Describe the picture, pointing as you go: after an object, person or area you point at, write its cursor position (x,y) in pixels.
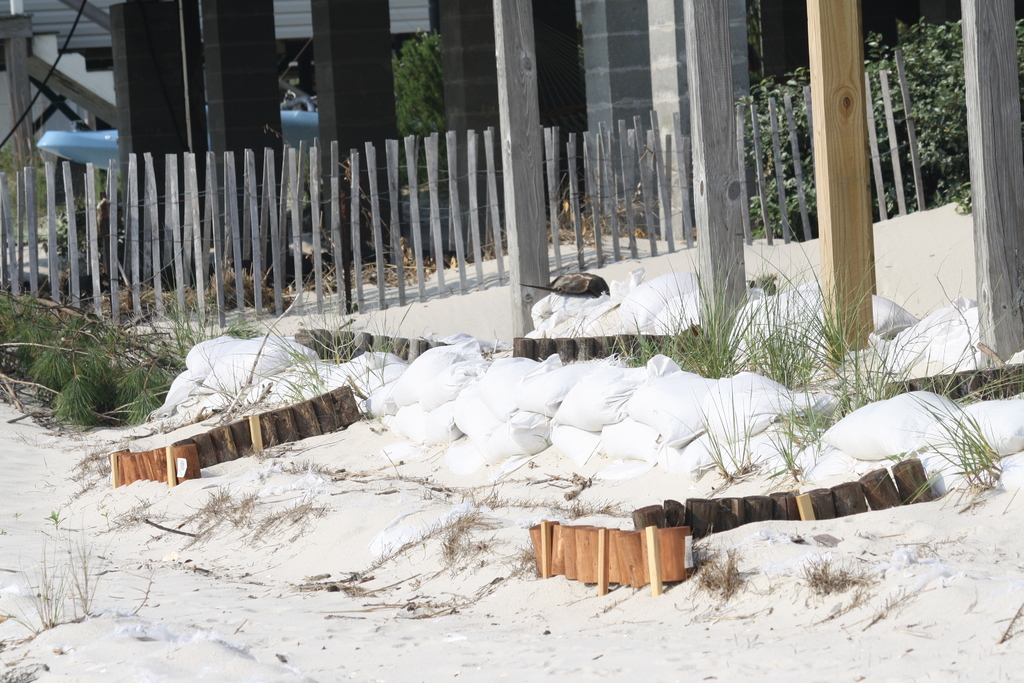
In this image we can see some wood blocks (222,448) placed on the sand (290,446). To the right side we can see wooden fence (52,276) and in the background (27,34) we can see a building (657,83) and stair case (6,21).
